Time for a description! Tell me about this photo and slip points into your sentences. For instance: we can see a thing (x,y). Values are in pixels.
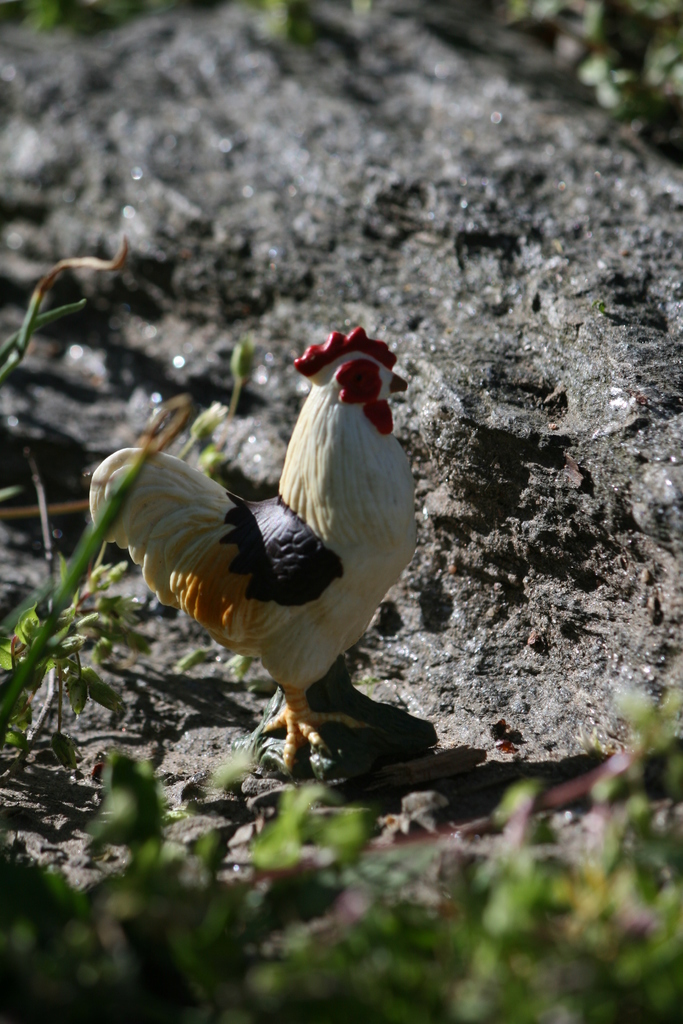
At the bottom of the image (256,911) there are leaves (347,887). Behind the leaves (652,905) there is a toy cock (303,538) on the ground (230,748).
